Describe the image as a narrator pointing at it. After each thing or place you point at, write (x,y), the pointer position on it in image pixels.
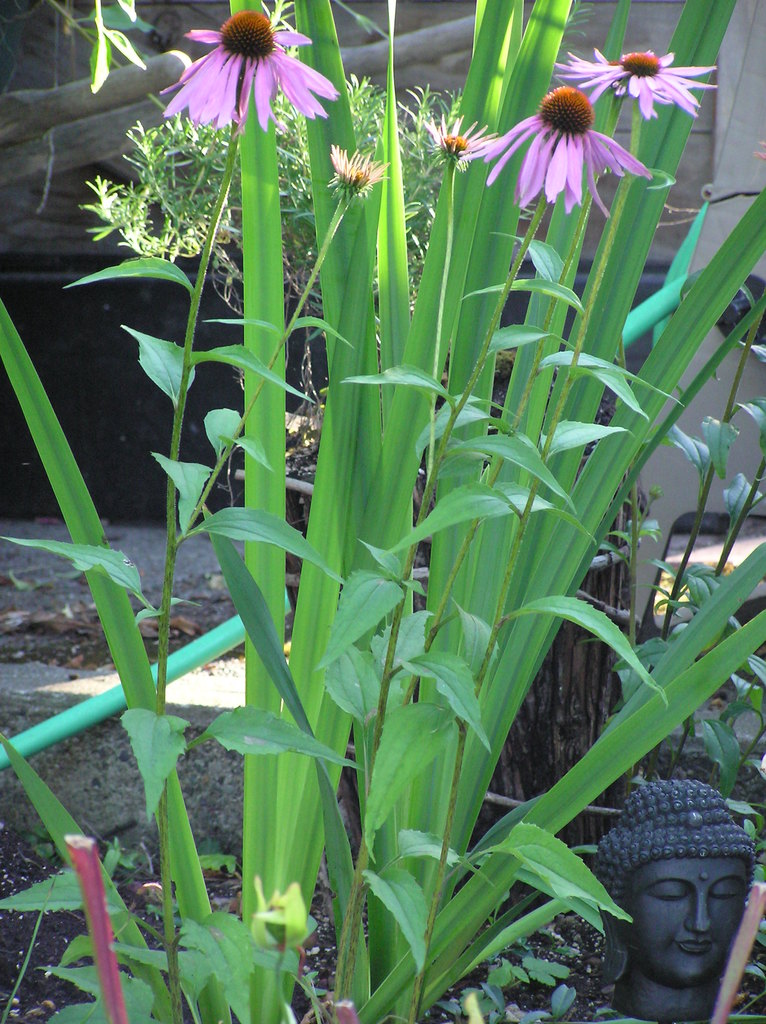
In this image, I can see the plants (262,676) with the leaves (243,170) and flowers (303,42). On the right side of the image (617,825), I can see a small sculpture of lord Buddha (695,924). In the background (62,164), I think these are the wooden sticks (95,119).
